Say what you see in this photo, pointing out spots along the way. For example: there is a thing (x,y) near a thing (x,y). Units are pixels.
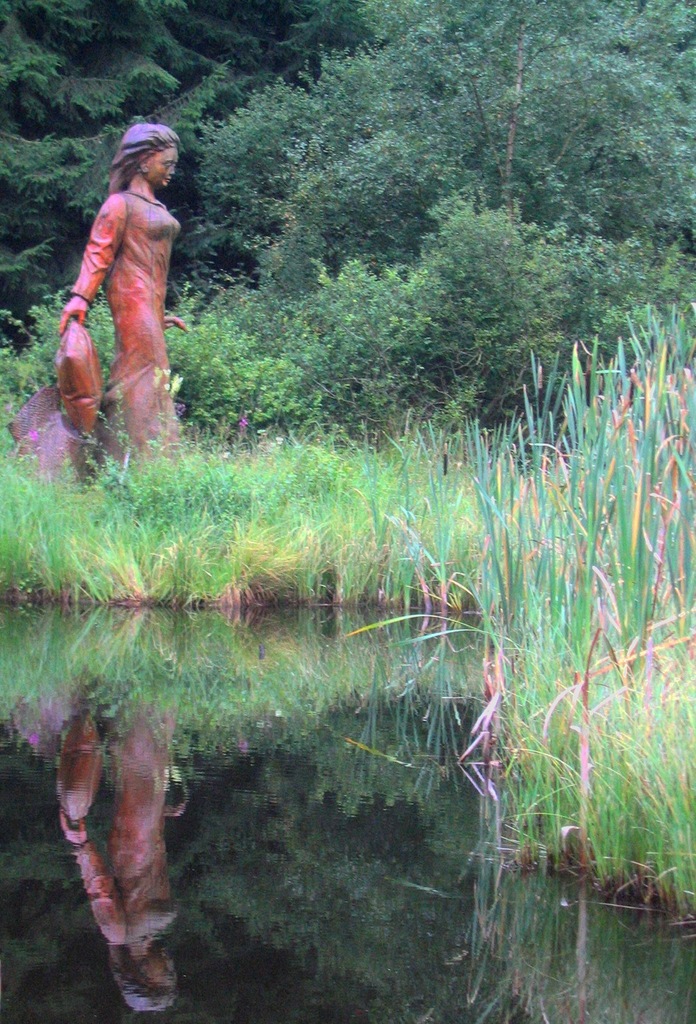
In this image I can see a statue of a woman (83,403) visible on grass (168,486) and I can see trees (306,132) and grass (562,399) and I can see the lake (265,753), in the lake (242,882) I can see person image (126,944).
